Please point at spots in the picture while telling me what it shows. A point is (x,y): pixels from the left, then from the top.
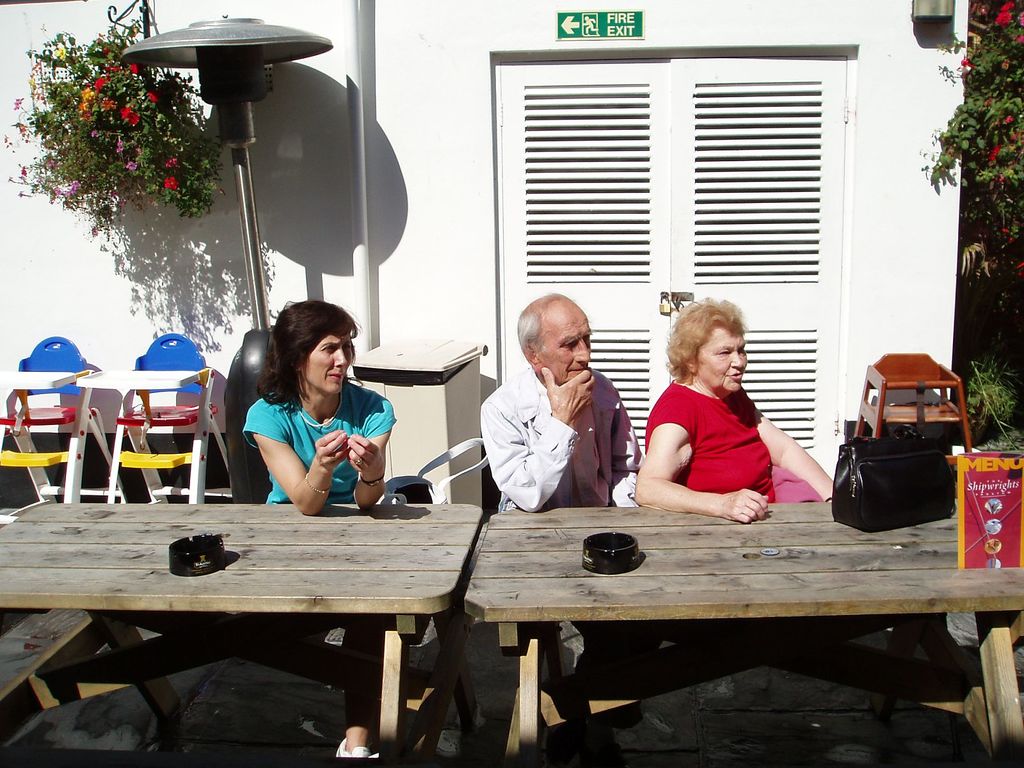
As we can see in the image there is a plant (156,144), white color wall (302,188), door (633,193), three people (532,303) sitting on chairs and a table (374,525).
